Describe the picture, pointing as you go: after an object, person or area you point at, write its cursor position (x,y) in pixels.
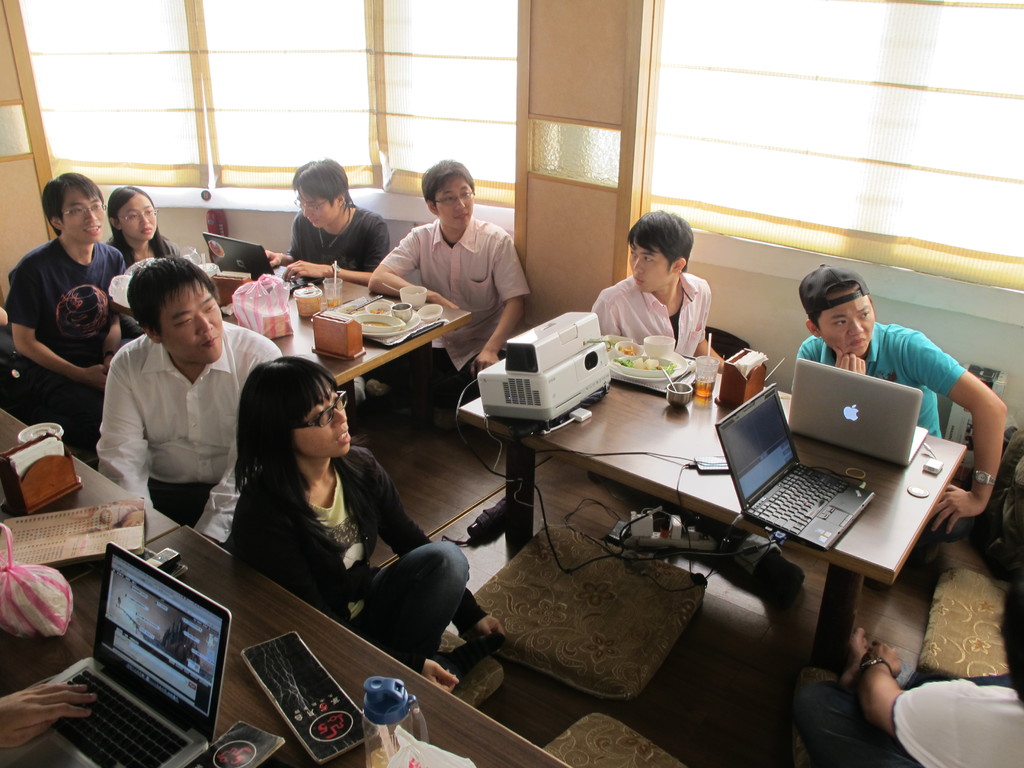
There are group of people (702,318) sitting on the floor (560,486). And this man (845,365) is watching somewhere else, and there are cushions (643,663) lying on the floor (729,709). And there are almost around four laptops (764,438), this man (309,253) is working on his laptop (259,255) and there are food items (382,324) on the table (369,339). There is a paper (50,540) and something is written on it. There are windows (363,97) behind them, It seems like there are in the building (461,468). There is an electronic device (536,413) which is placed on the table (622,427). There is a water bottle (387,725) placed on the table (436,714).
